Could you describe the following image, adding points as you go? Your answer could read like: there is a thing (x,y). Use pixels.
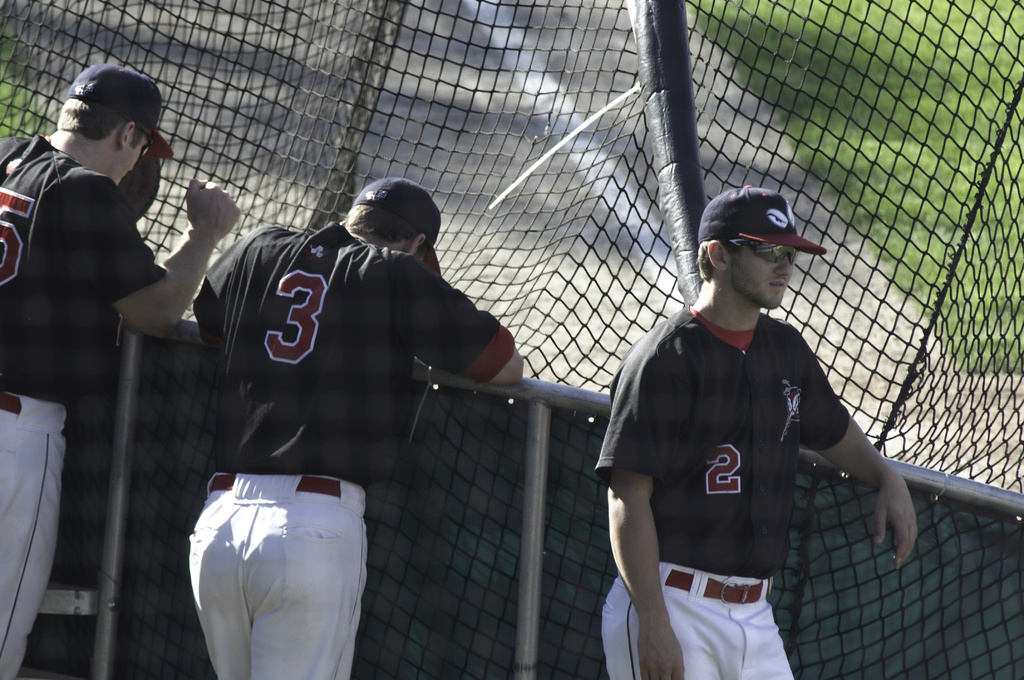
In the foreground of the image (16,312) there are three persons (80,140) standing. There are wearing black color t-shirts (258,368) and white color pants (342,557). There are wearing caps (714,238). At the background of the image (579,42) there is a fencing (414,164). There is a road (615,38) and there is grass (908,83).
